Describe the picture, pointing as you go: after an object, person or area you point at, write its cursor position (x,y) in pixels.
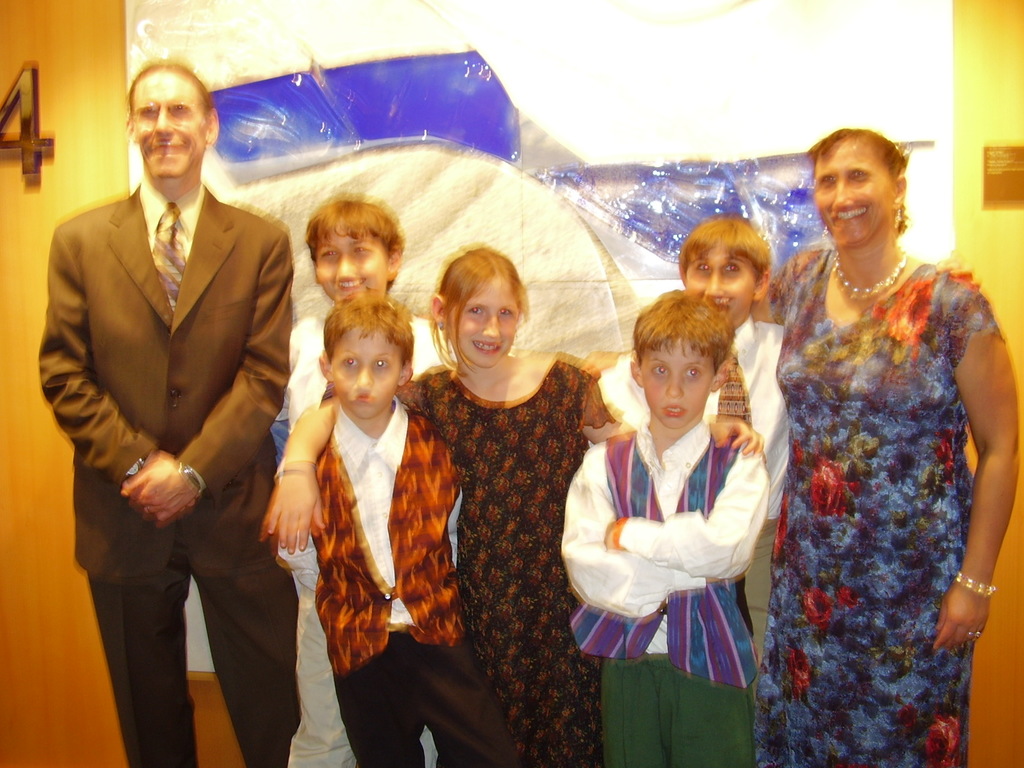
In this picture I can see the girl (471,349) who is standing near to the boys (700,298). On the right (803,698) there is a woman (831,513) who is wearing dress (881,712), bracelet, necklace (886,280), earrings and finger rings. On the left (214,358) there is a man (186,284) who is wearing suit (182,339), watch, spectacle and trouser (157,645). Behind them I can see the decorated wall (516,103). In the top left corner (25,89) I can see the number four (30,162) which is placed on the wall (55,135).
